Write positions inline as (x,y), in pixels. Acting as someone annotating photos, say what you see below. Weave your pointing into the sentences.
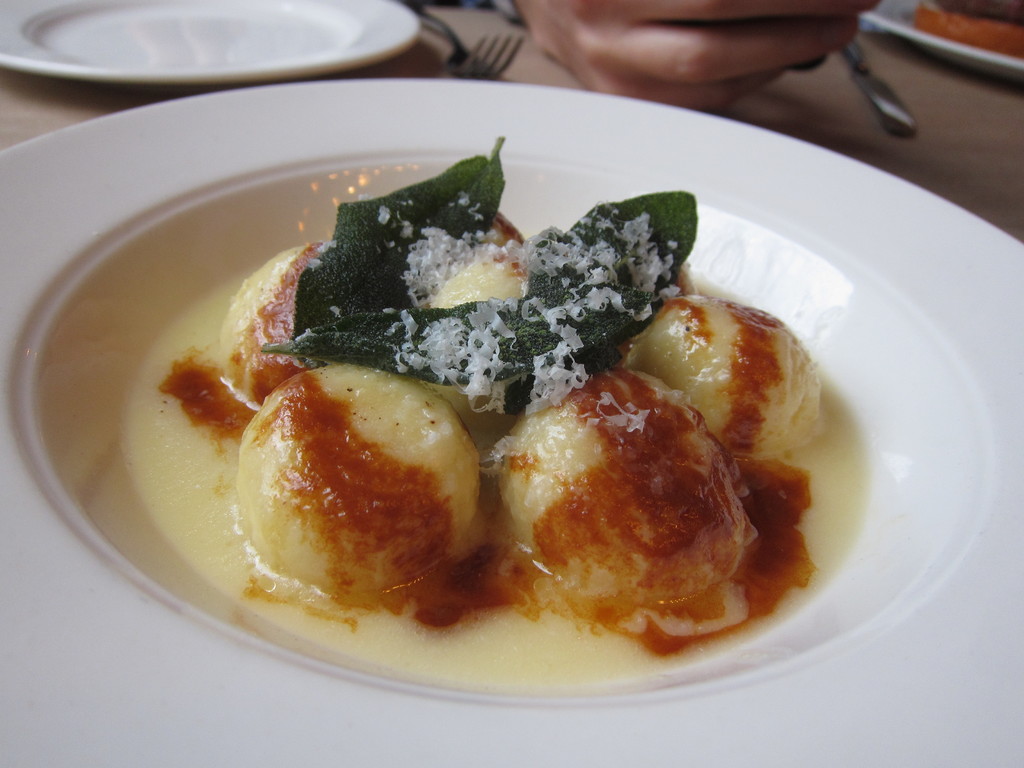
In the front of the image (514,161) we can see food (372,414) in white plate (405,126). On the top of the image (346,42) there are plates (317,42), food (931,27), a fork (509,45), knife (884,90) and fingers (739,25) of a person (731,31) are on the table (905,84).
